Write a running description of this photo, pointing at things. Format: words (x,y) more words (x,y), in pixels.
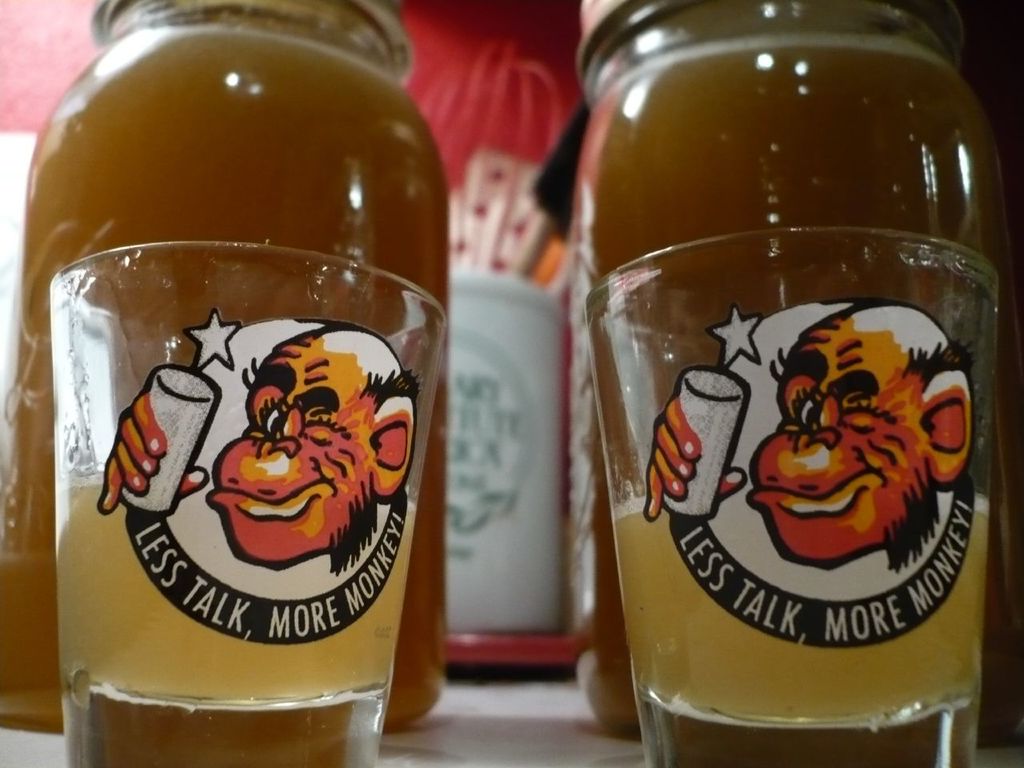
we can see bottles (381,145) with drink (359,229) and glasses (382,399) and we can see stickers (164,487) attached on these glasses (221,662).
